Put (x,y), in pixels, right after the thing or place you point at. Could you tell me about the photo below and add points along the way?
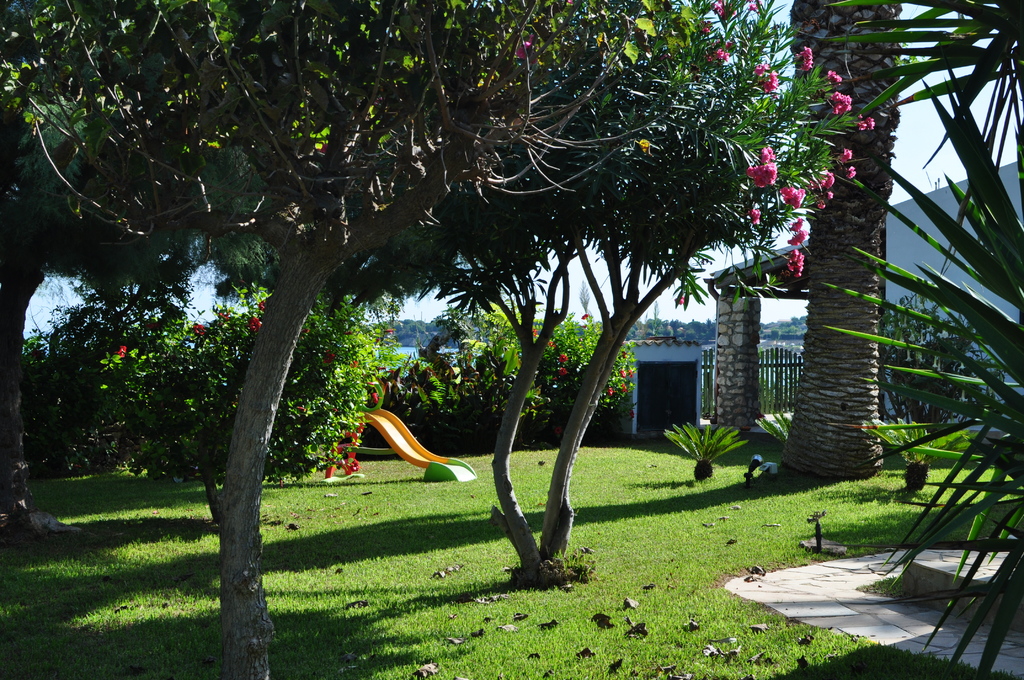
In the picture we can see a garden (669,595) with a grass surface (430,488) on it, we can see some plants (780,436) and trees (803,413) and behind it, we can see a shed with a pillar (734,400) to it and near to it, we can see a pet house (678,399) with black doors (678,399) and behind it we can see trees (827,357) and a part of the sky (898,169).
